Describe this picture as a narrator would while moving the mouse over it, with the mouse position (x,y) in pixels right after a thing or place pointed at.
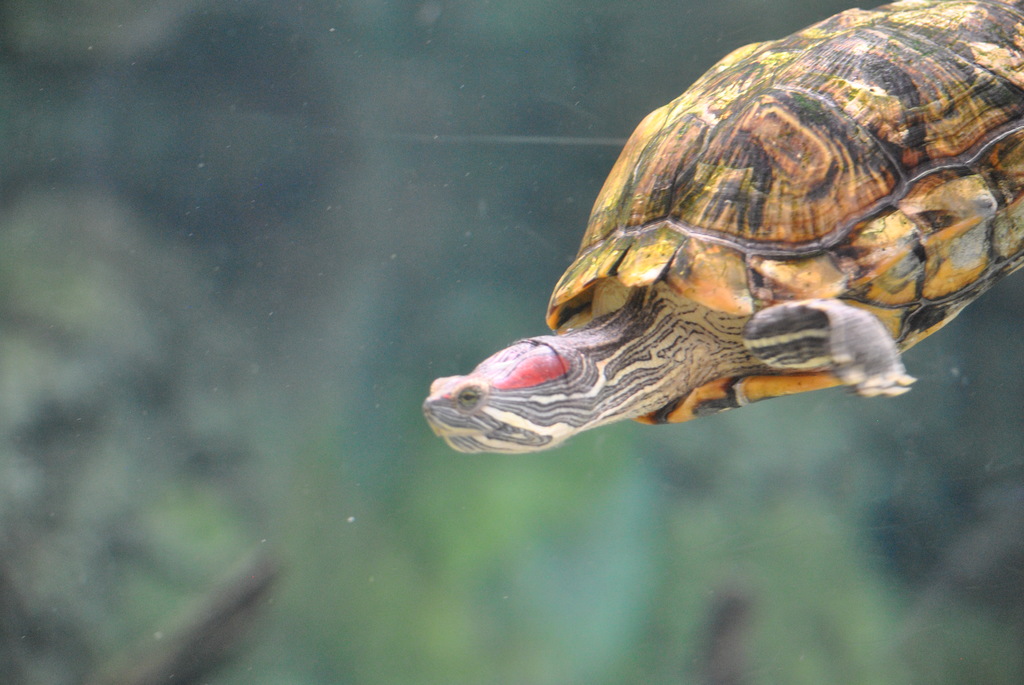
This image consists of a turtle (668,328). It looks like it is clicked in the water (369,360). The background (147,195) is blurred.
